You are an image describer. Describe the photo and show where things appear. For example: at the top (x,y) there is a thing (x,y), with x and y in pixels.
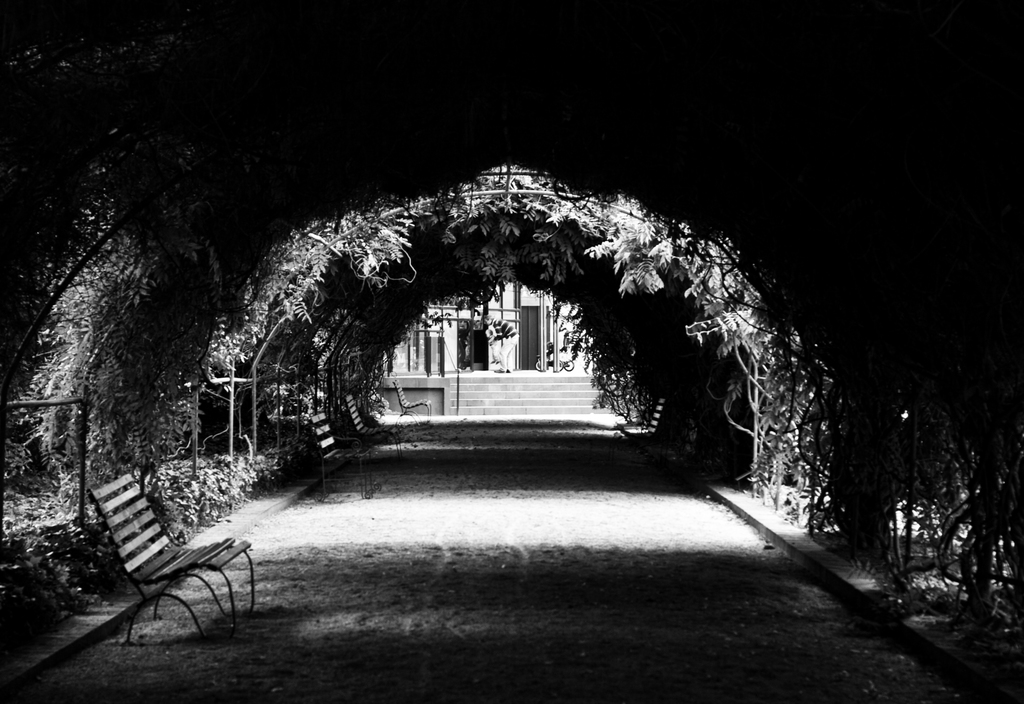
In this image I can see benches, fence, grass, plants (170,482), creepers (143,402), shed (551,129), metal rods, steps (513,396) and a building (551,332). This image is taken may be during a day.
